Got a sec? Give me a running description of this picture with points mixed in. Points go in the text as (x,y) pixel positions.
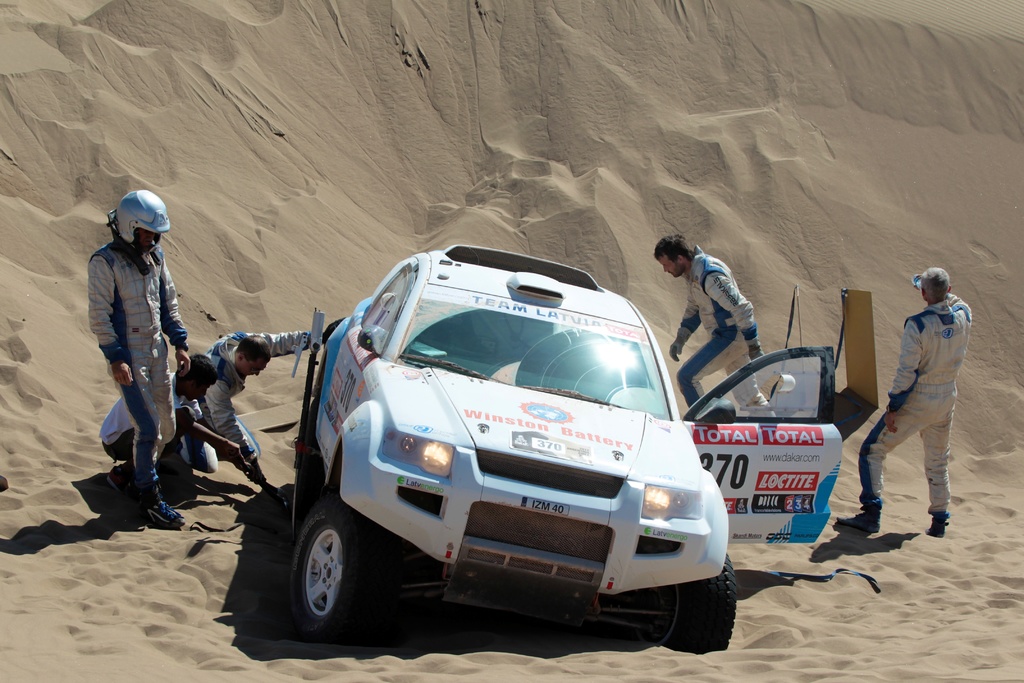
In the center of the image (521,430) we can see a car (552,517). In the background (199,406) there are people (249,360) and there is sand (975,349).
